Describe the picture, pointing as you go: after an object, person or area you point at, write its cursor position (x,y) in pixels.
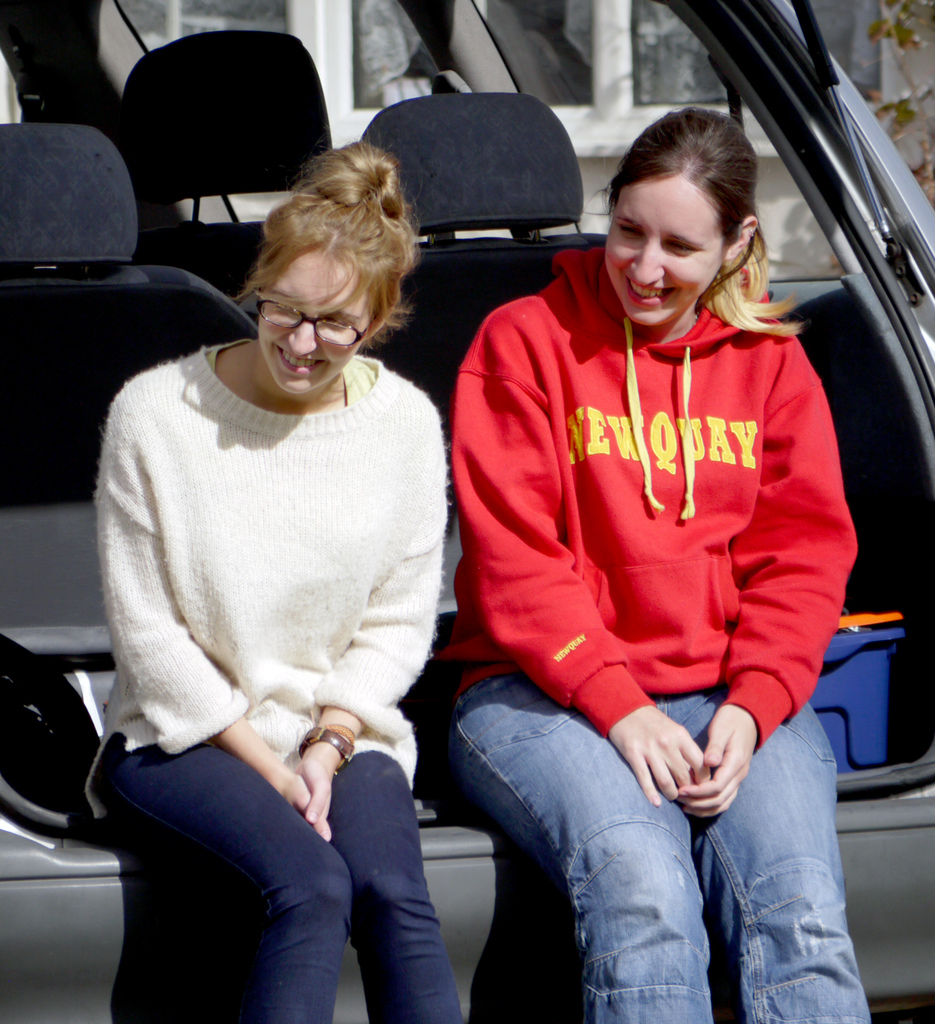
In this picture we can see two woman (549,490) sitting at back of vehicle (242,84) and smiling and beside to them we can see windows (588,72), tree (927,94), basket (863,749).
